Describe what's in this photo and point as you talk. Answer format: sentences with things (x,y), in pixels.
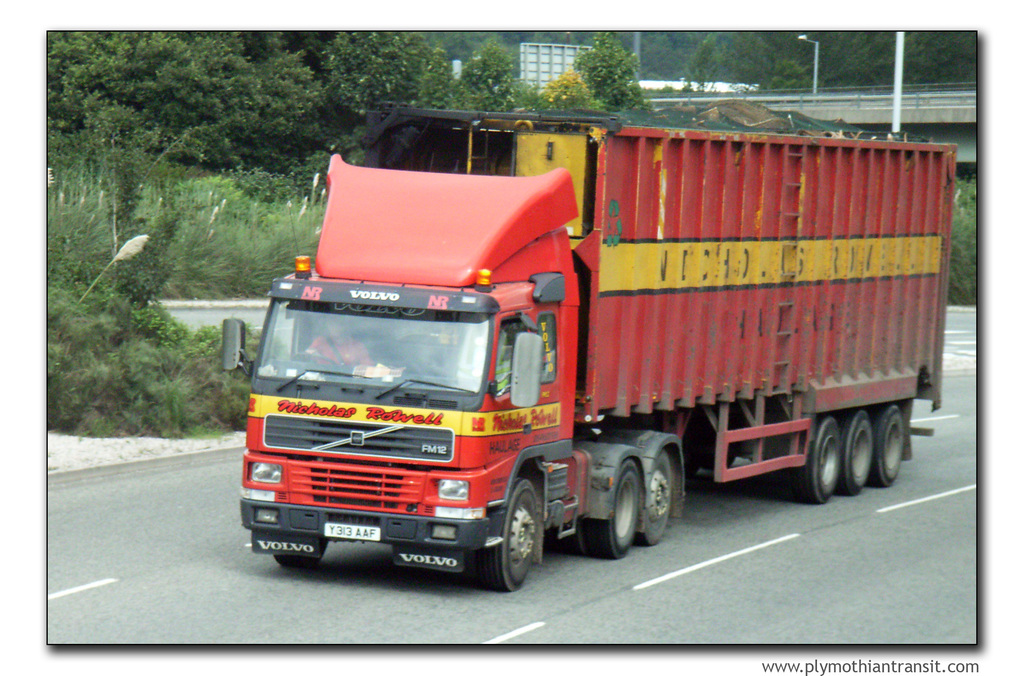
In this picture we can see a vehicle (616,422) on the road (754,543). In the background (174,351) we can see plants (219,257), bridge (877,104), light poles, trees (486,53) and some objects (717,85).
